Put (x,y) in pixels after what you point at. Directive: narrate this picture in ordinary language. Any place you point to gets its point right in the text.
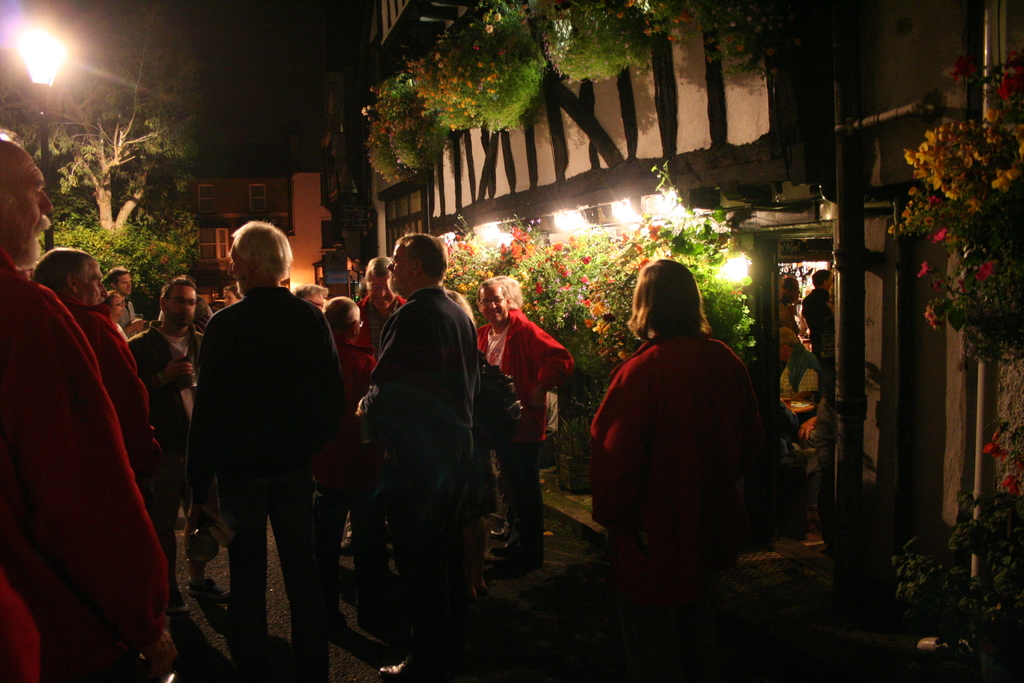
In this picture we can see a group of people (264,601) on the ground (498,574), here we can see plants (563,439) with flowers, buildings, trees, electric pole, lights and in the background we can see it is dark.
